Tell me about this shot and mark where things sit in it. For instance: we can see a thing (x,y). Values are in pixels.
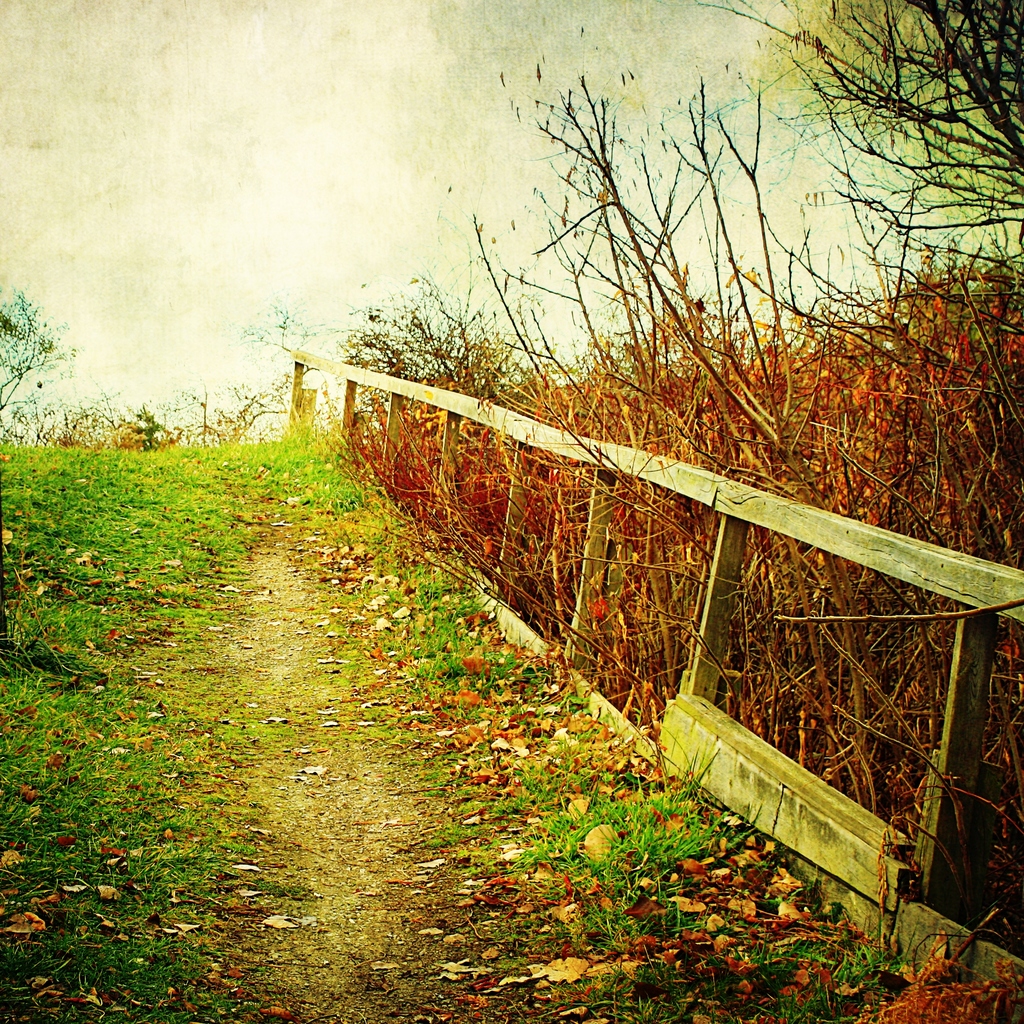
This picture shows grass (183,646) on the ground (157,939) and we see few trees (782,411) and a wooden fence (842,541).
